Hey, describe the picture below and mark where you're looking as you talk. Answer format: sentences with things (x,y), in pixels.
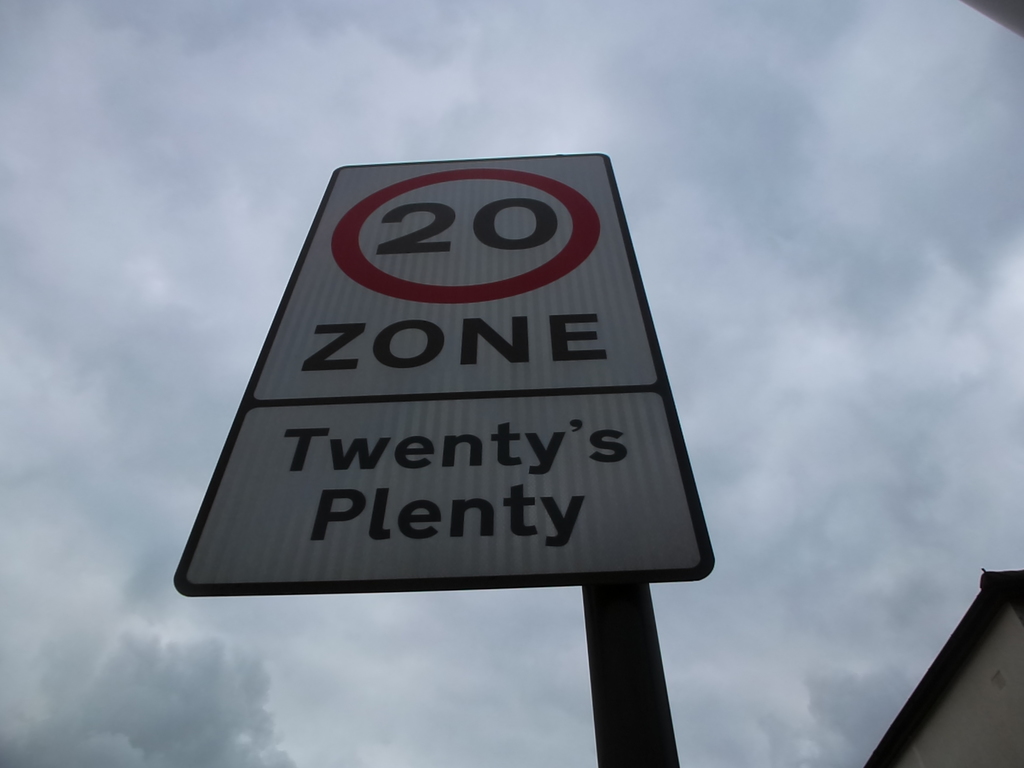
In the center of the image (424,291) there is a sign board (588,496). At the top of the image (248,90) there is sky (334,102).
